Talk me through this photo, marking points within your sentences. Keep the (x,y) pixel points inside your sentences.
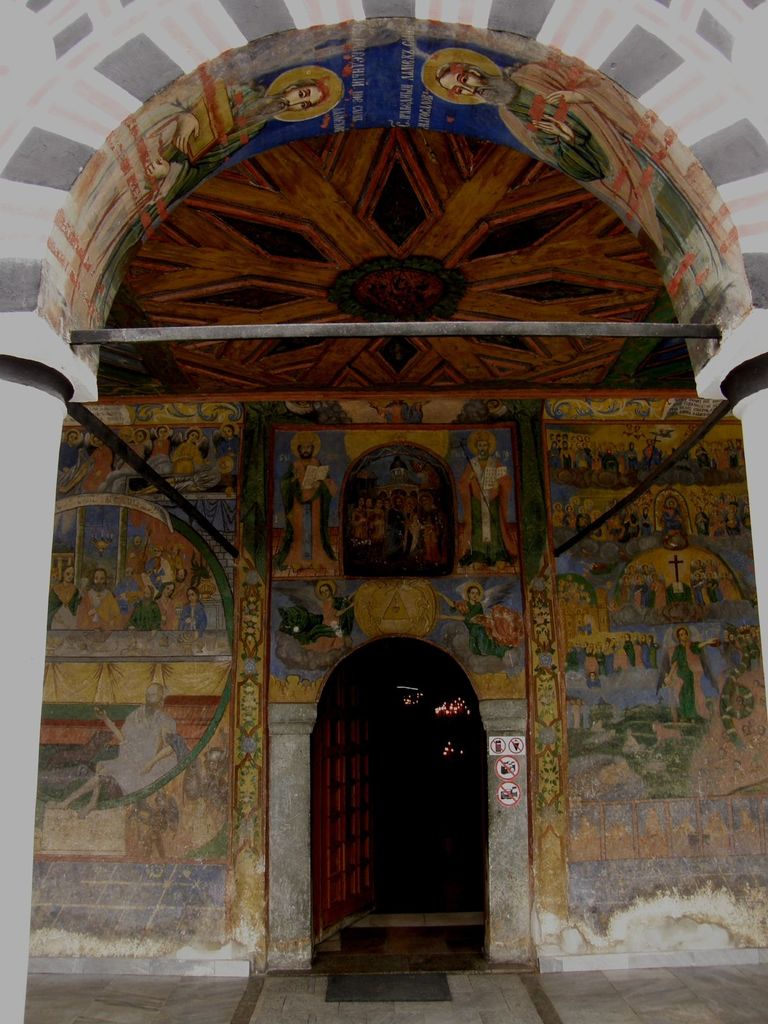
In the picture I can see a door (326,729), a wall (277,677) which has painting (158,844) on it, ceiling (373,197) and some other objects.
